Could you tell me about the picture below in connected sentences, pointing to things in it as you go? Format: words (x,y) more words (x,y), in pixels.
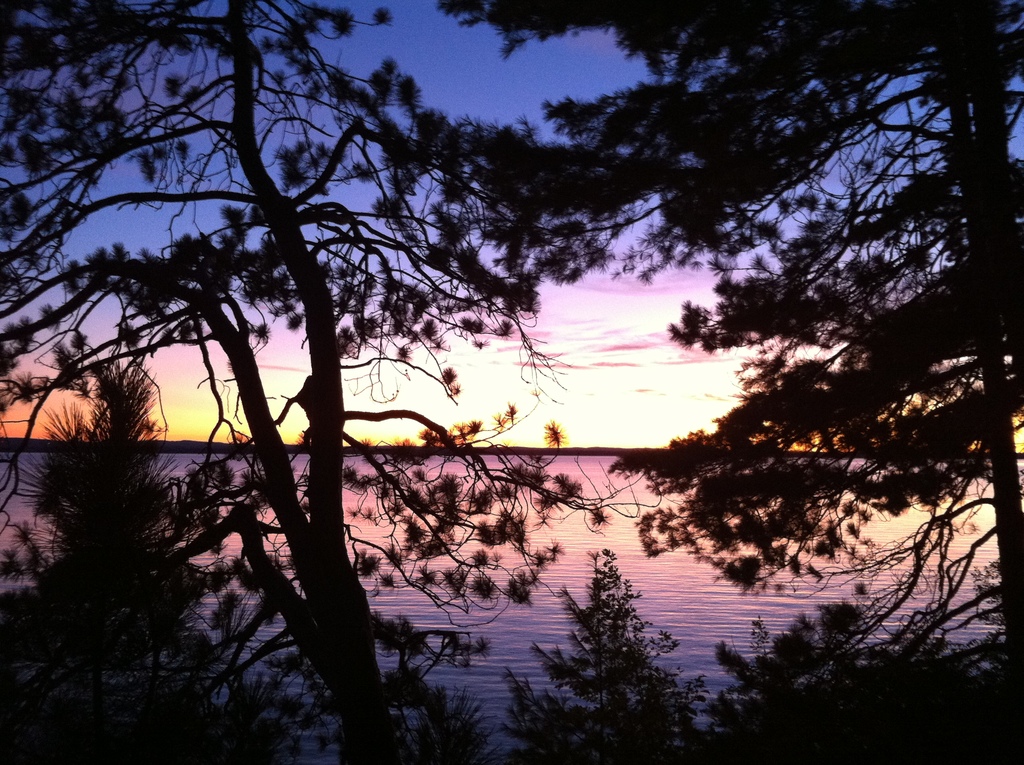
In this picture, we can see trees (728,297), water (712,585), and the sky (658,344) with clouds (572,335).
